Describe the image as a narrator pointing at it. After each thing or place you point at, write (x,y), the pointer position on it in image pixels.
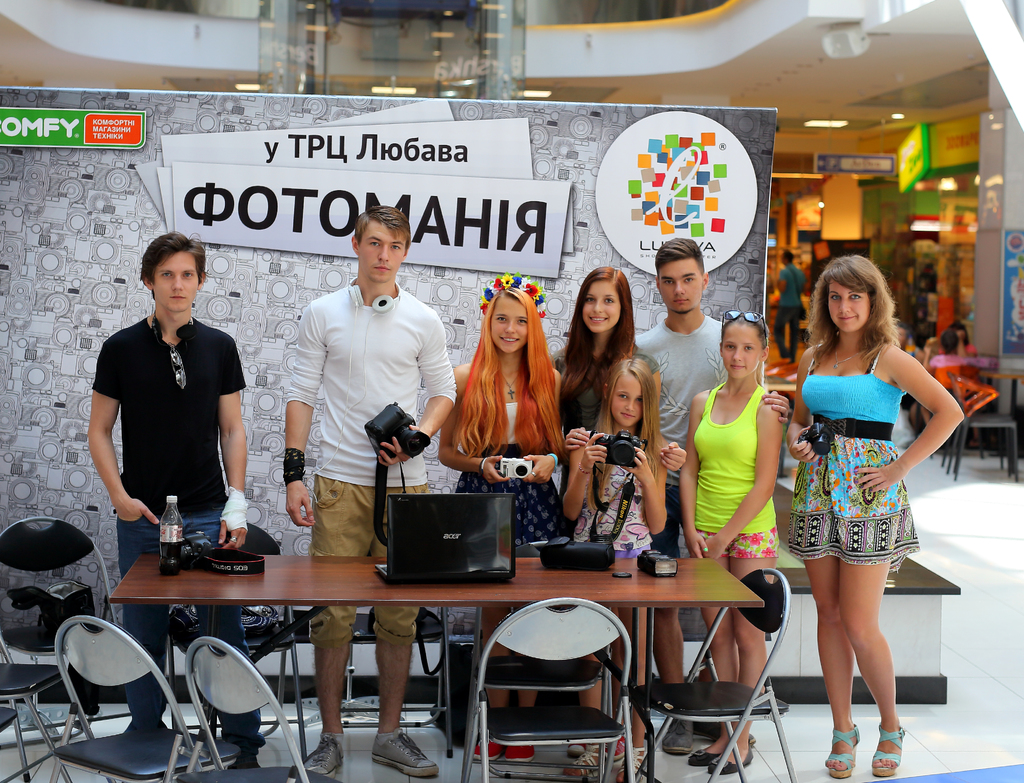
In the picture I can see a group of people (570,414) are standing in front of a table (462,602). Some of them are holding cameras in hands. On the table (214,577) I can see a laptop (442,553), a bottle (162,556) and some other objects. Here I can see chairs (546,710). In the background (734,224) I can see boards (744,187), lights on the ceiling (887,113), people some of them are standing and some are sitting on chairs (939,370) and some other objects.
